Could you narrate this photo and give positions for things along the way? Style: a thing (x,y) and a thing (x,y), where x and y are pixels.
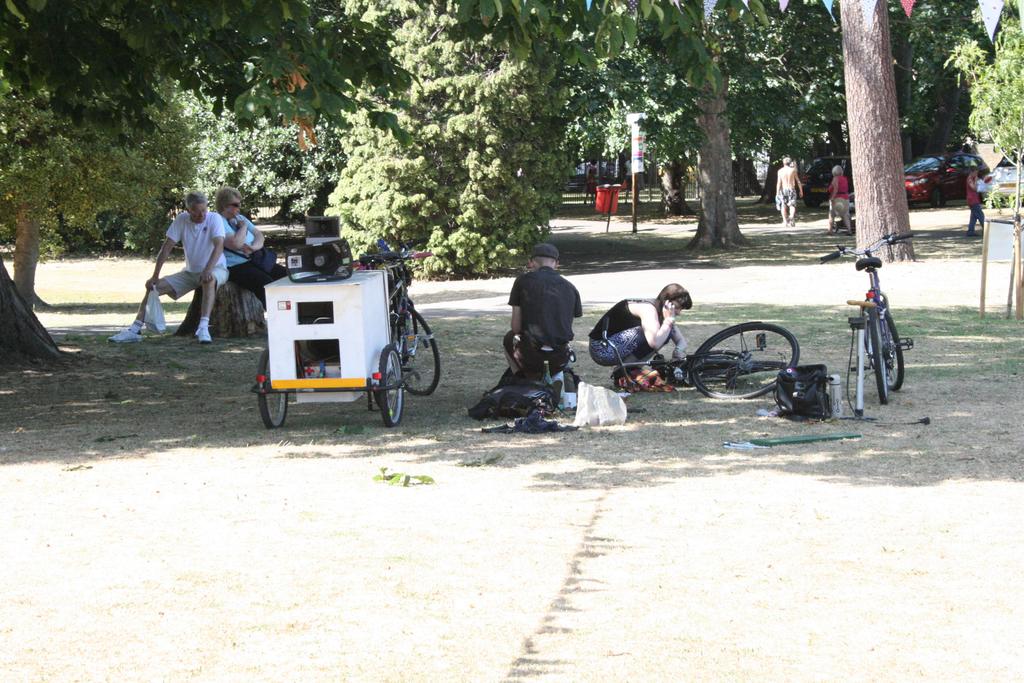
In this picture we can see bicycles (770,369) on the ground (675,415), bags (579,398), bottle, cart (309,380), loud speakers (330,254), some people (539,361), cars (818,194), dustbin (613,202), some objects (540,412) and in the background (27,248) we can see trees (520,142).
